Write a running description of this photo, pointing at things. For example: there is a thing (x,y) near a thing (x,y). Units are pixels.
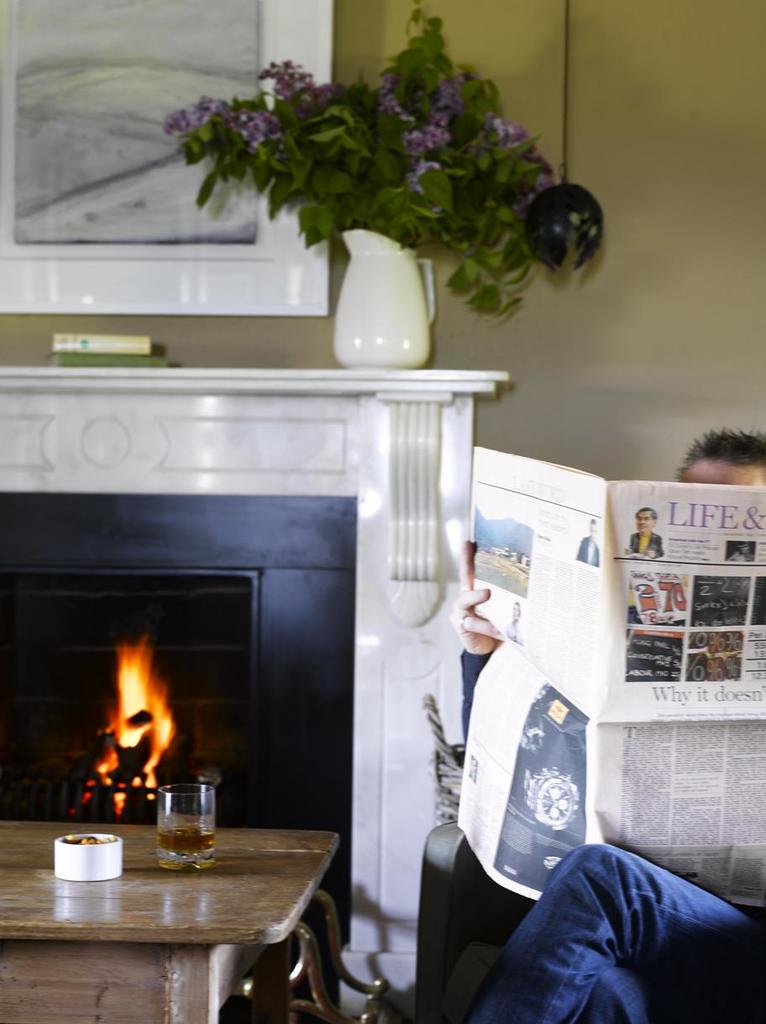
Here we can see a person (616,971) sitting on the chair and holding a paper (574,666). This is a table (272,926). On the table (243,913) there is a glass (172,858) and an object (108,851). Here we can see a fireplace (177,707), flower vase (368,292), and a frame (164,3). In the background (540,302) we can see a wall (543,399).
